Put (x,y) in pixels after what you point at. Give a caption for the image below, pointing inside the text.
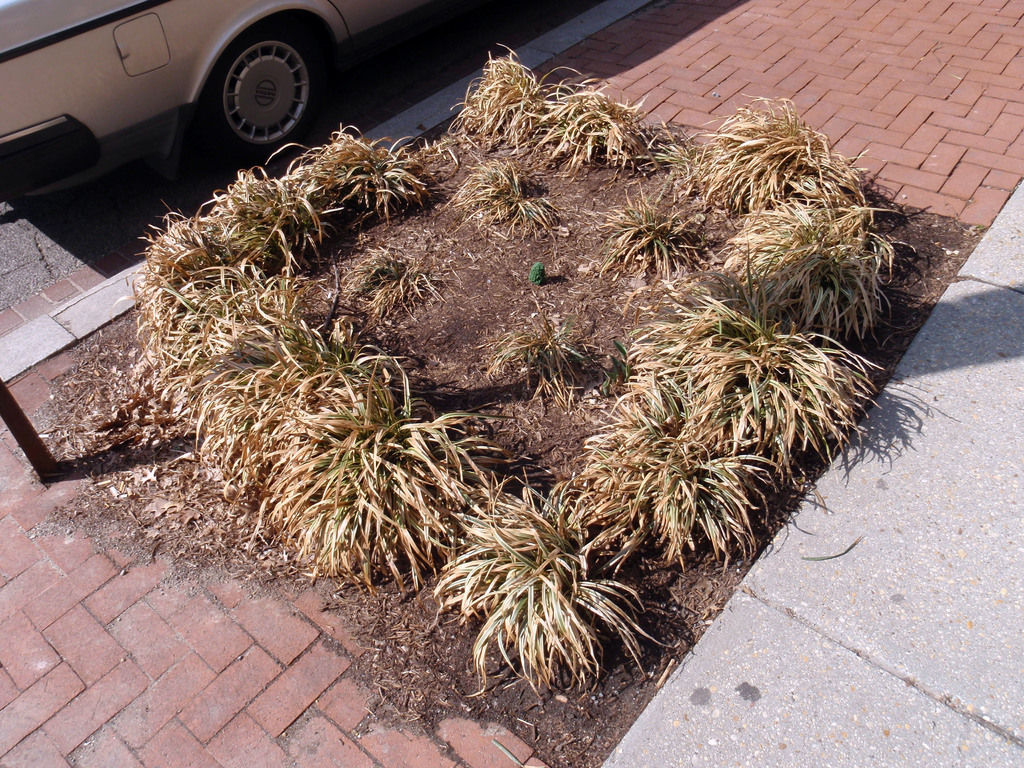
In this image we can see some plants (559,528) on the ground (610,568). We can also see a pole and a car (353,53) parked aside.
